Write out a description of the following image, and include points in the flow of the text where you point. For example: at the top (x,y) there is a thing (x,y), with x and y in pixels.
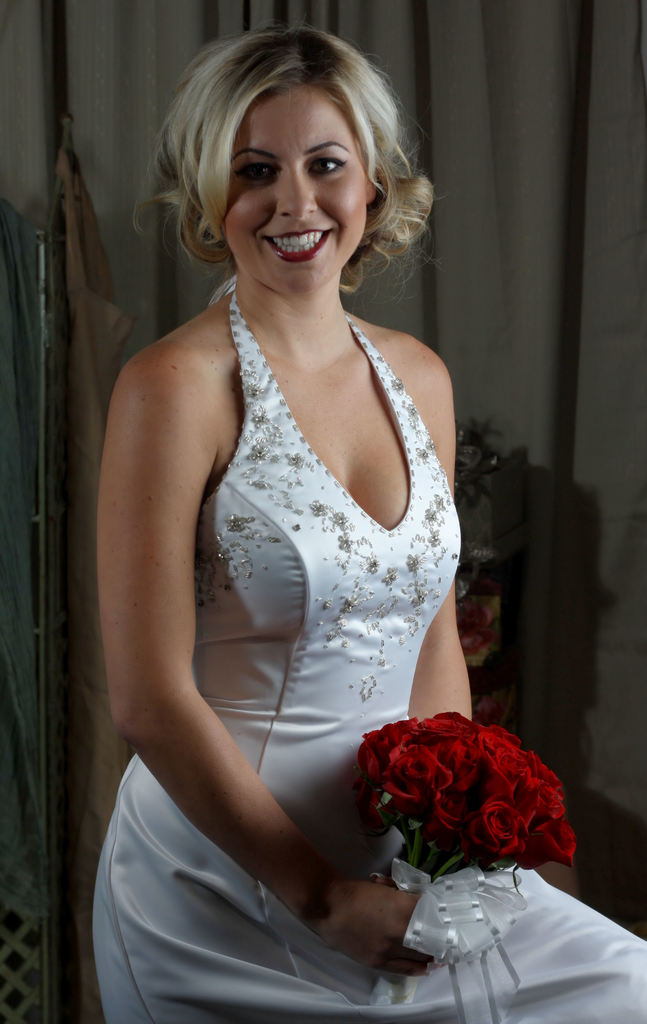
In this image we can see a woman (458,653) holding the red color flowers (535,837). In the background (485,357) we can see the curtain (19,36), wall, clothes (70,346) and some other objects (503,588).
